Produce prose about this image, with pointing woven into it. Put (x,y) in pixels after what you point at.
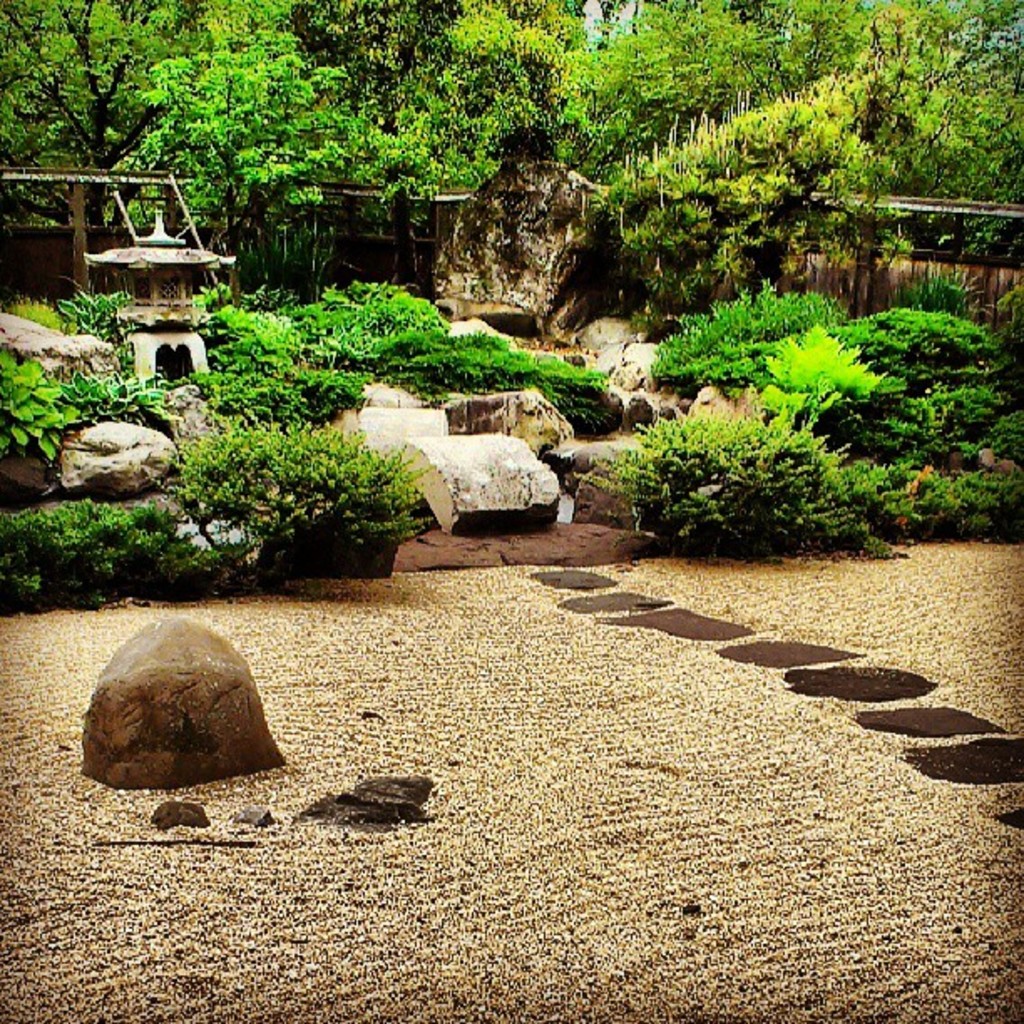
In this image there are trees (575,112) truncated towards the top of the image (473,97), there are plants (645,526), there are rocks (168,773), there is a rock (44,338) truncated towards the left of the image (82,355), there are plants (57,538) truncated towards the left of the image (74,521), there are plants (967,383) truncated towards the right of the image (962,399), there is a wooden wall (892,280) truncated.
